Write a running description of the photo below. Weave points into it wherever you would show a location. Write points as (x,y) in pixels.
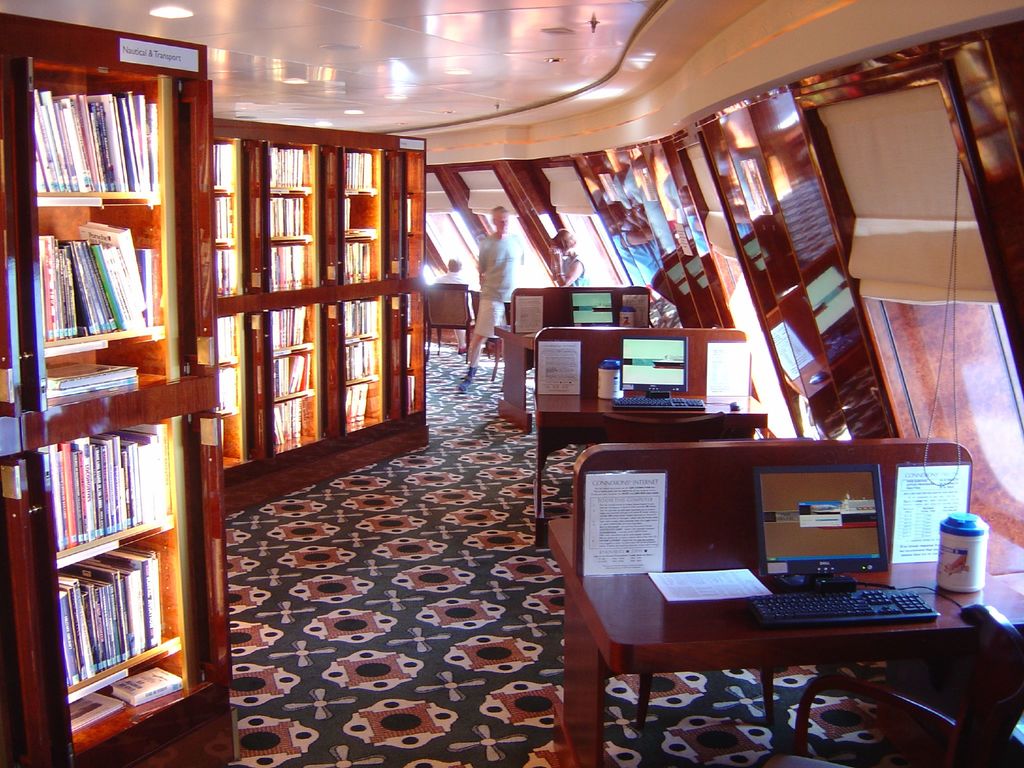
In this image i can see there are few desks (679,497) on which we have few computers (792,541) on it. I can see there is a cupboard (110,345) with few books (113,279) in it.
